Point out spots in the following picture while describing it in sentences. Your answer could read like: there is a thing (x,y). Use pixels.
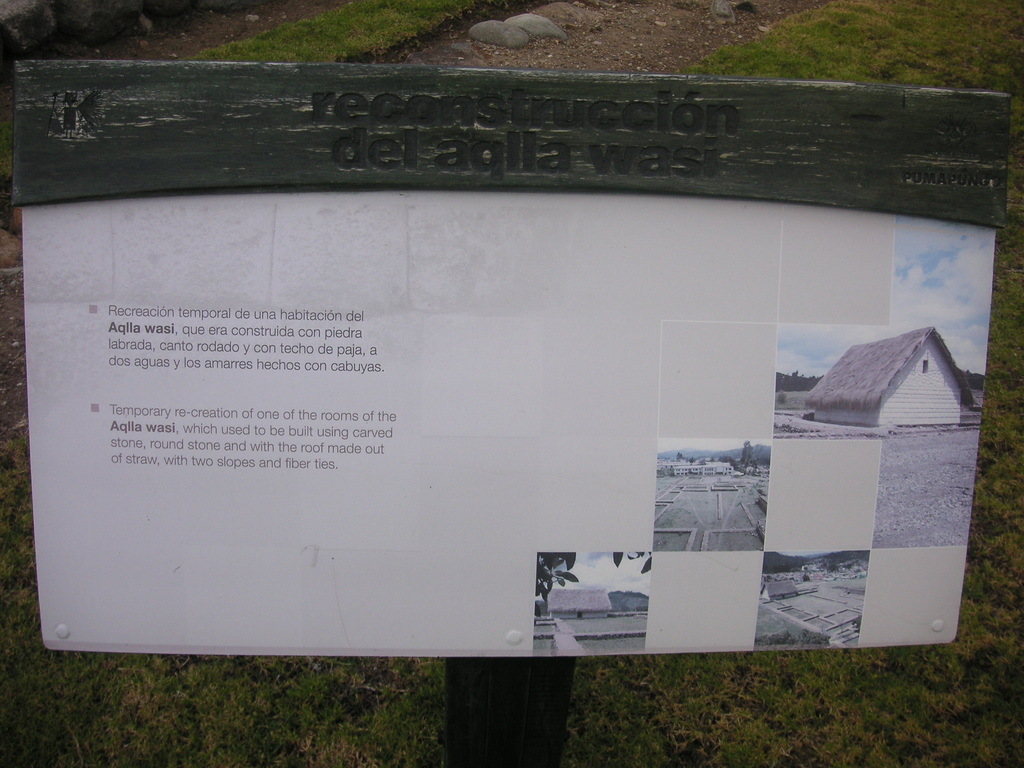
In this picture I can see a board (295,346) with some text (343,308) and I can see text (678,150) on the wood (803,147) and I can see grass (1007,442) and rocks (716,2) on the ground (581,35) in the back (508,25).
